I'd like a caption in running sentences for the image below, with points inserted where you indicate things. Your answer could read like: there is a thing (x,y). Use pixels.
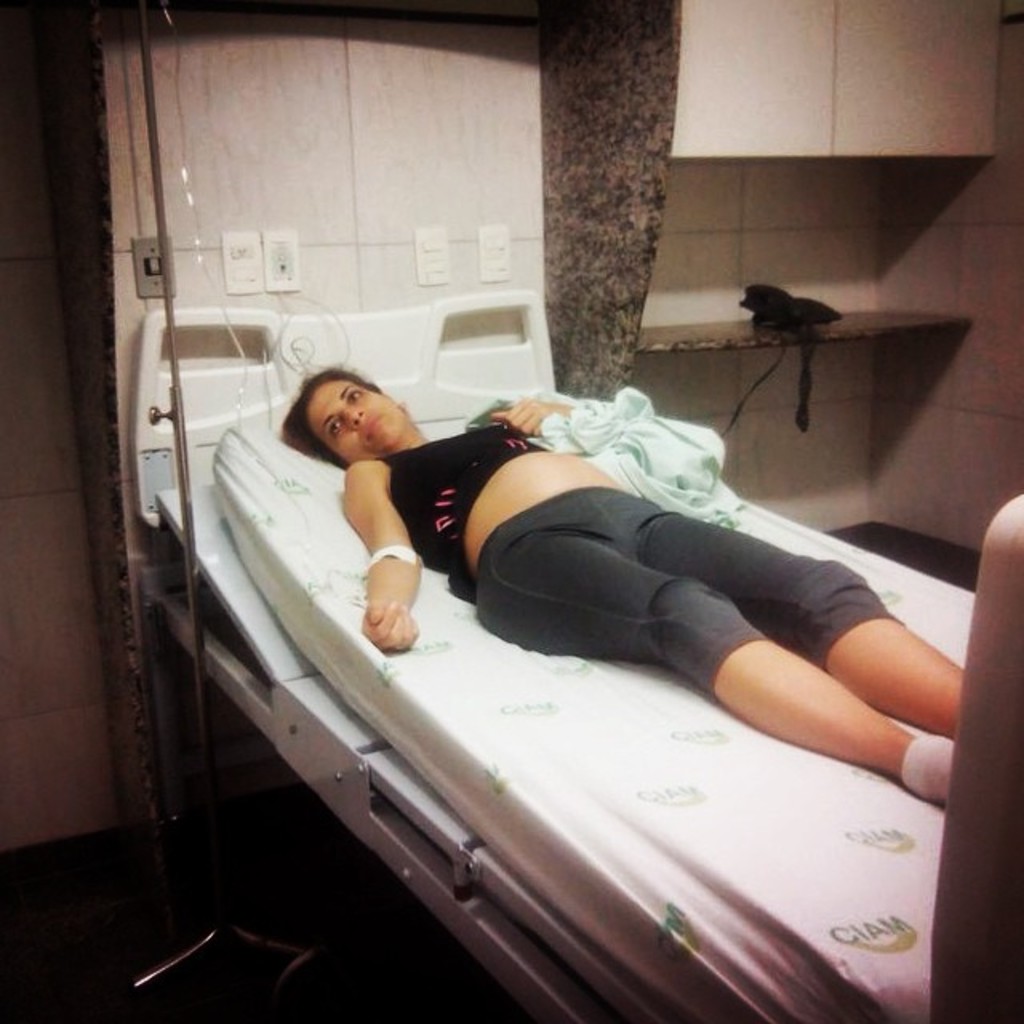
In this image I can see a woman (539,559) wearing black color dress (525,525) is lying on the bed (579,750) which is white in color. I can see a metal pole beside her. In the background (471,135) I can see the white colored wall (682,190), a black colored object (827,309) and few switch boards (246,253).
